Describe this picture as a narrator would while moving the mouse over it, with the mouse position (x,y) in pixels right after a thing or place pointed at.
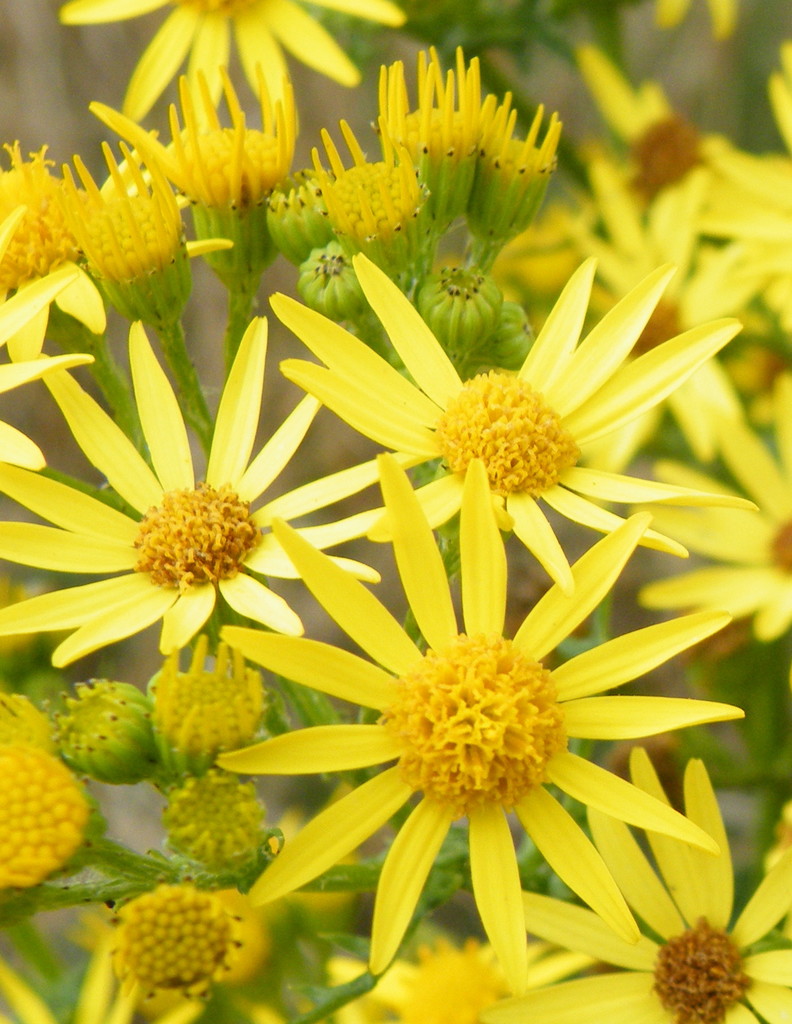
In the image we can see some flowers (721,971).
